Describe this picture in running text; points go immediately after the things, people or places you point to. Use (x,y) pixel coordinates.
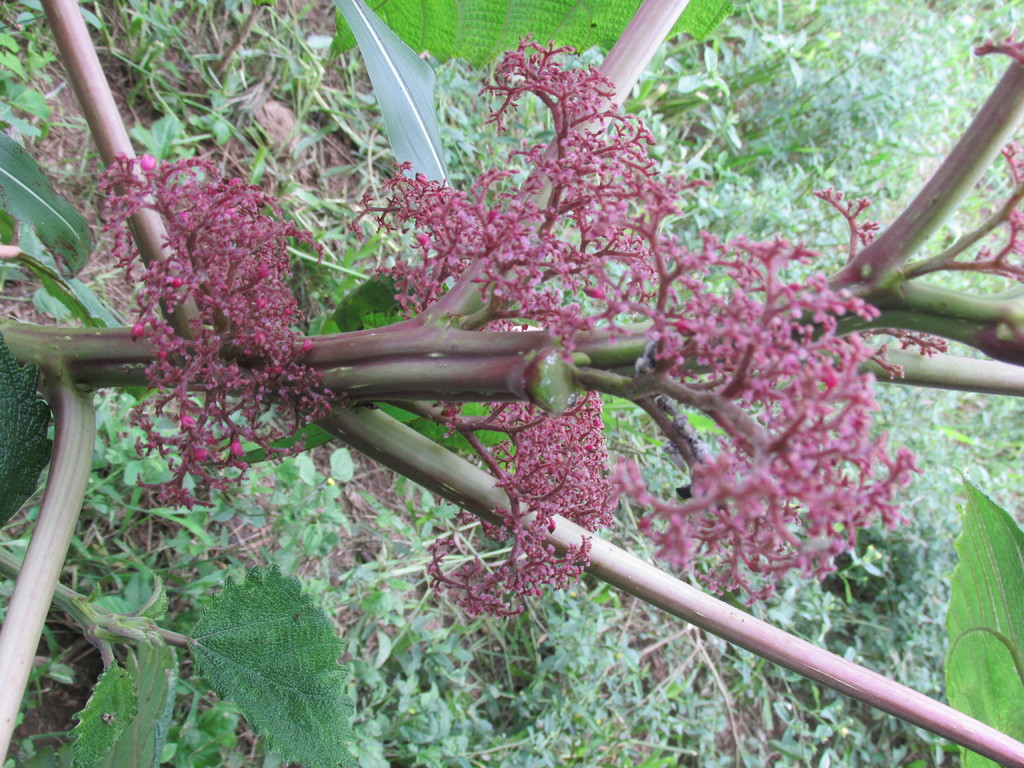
In this picture we can see a plant (271,569) and grass (380,513) on the ground (363,513).
